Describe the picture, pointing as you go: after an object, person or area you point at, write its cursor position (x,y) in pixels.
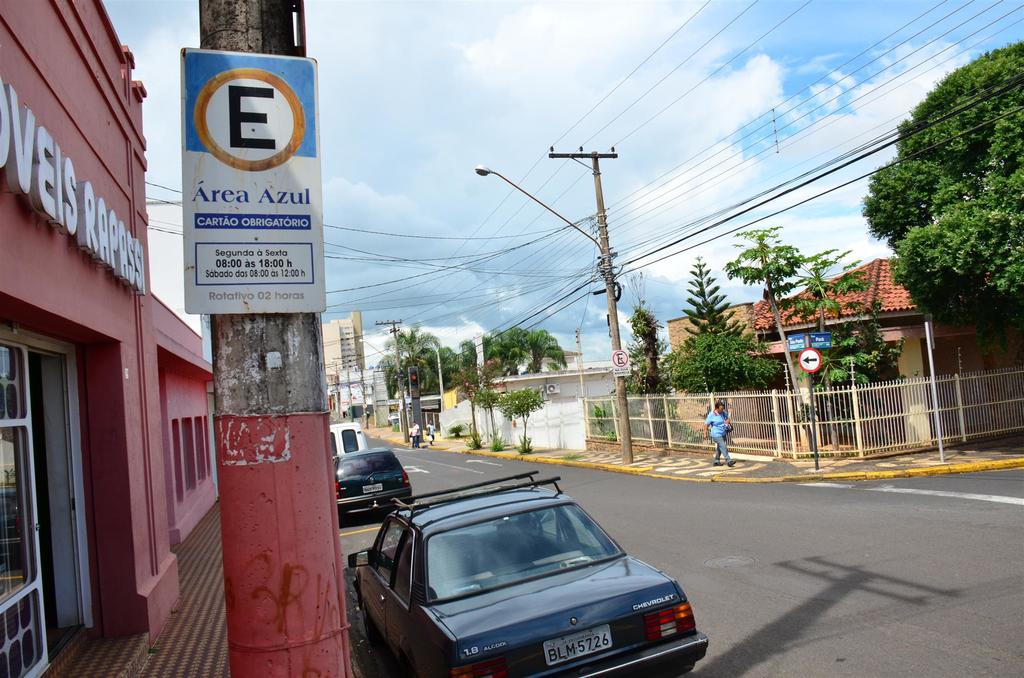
In the image we can see there are many vehicles (455,535) on the road (736,619). There are even people (712,440) walking and some are standing and they are wearing clothes (418,428). There are even trees (825,322) and buildings (148,420). Here we can see footpath (1013,439), fence (872,427), electric pole (599,226) electric wires (628,262) and the cloudy sky (487,126). Here we can see a poster (267,217) and text (245,274) on it.
